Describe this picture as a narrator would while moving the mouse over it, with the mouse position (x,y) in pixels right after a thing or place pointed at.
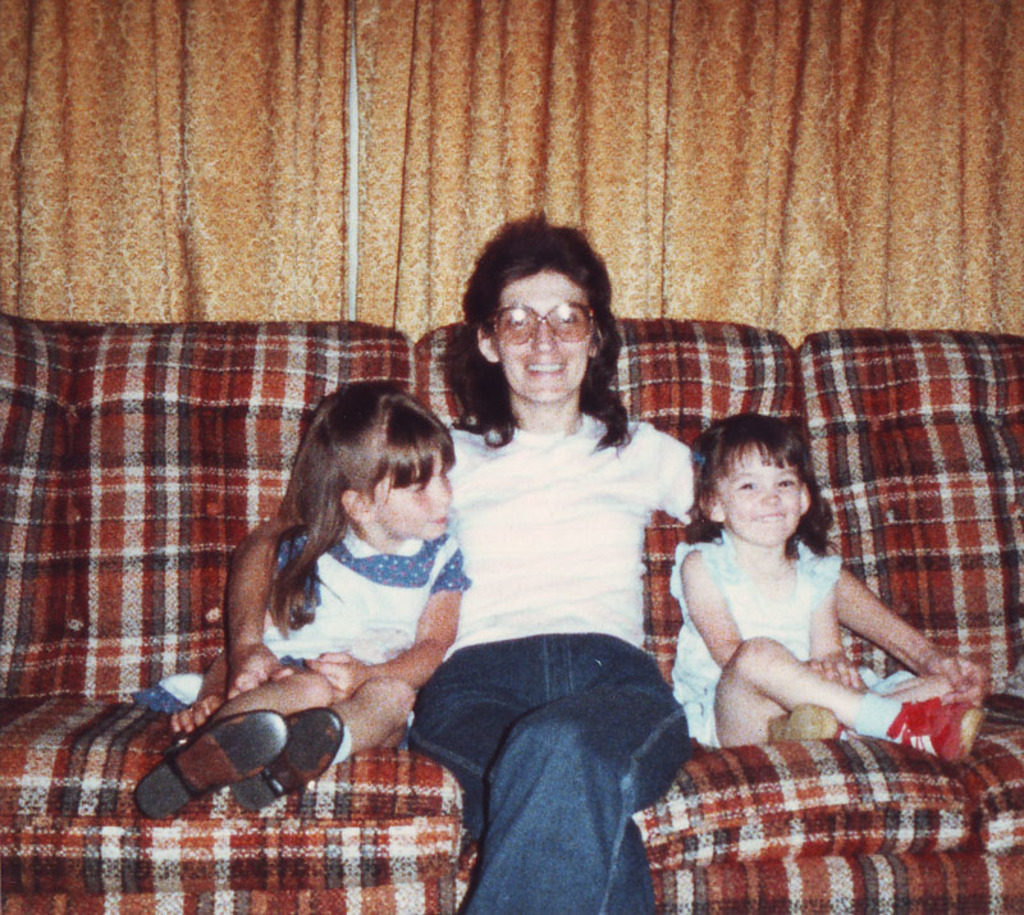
In this image we can see a woman (568,565) and two children (333,606) sitting on the couch (122,633). At the back side (207,210) there is a curtain (167,82). The woman (484,359) is smiling.
